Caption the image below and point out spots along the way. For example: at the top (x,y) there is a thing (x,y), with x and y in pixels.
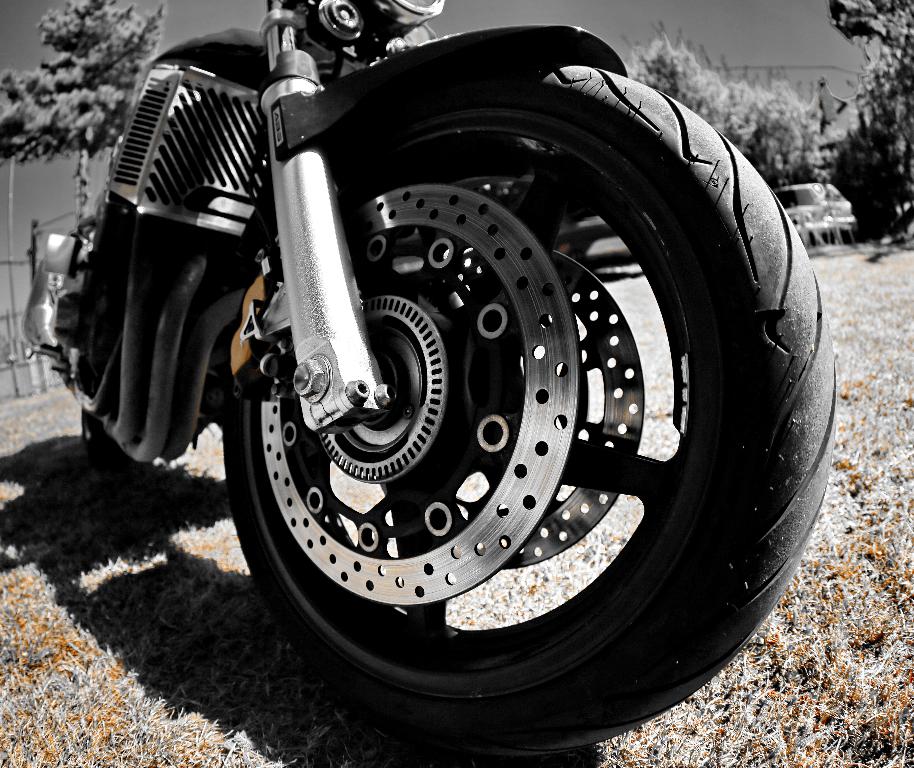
This is an edited picture. In the foreground of the picture (318,306) there is a motorbike (367,578) and grass (33,677). In the background (80,67) there are trees (762,89), vehicle (828,210) and other objects (13,352).
